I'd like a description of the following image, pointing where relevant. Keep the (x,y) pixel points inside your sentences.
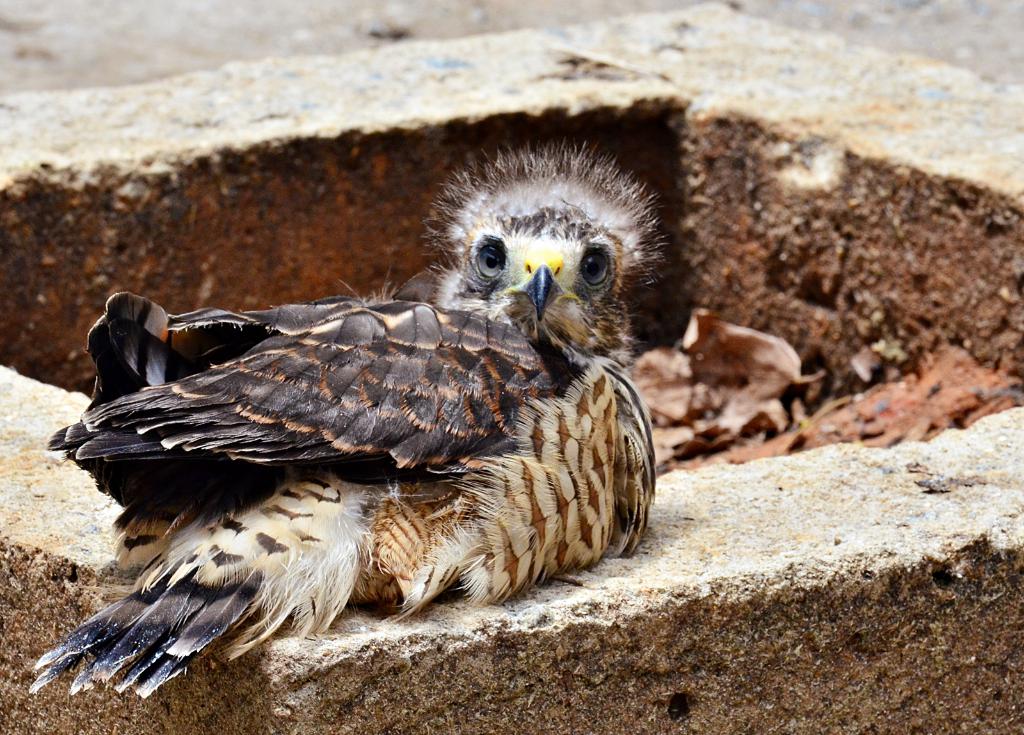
In this picture there is a young hawk (321,356) in the image.
